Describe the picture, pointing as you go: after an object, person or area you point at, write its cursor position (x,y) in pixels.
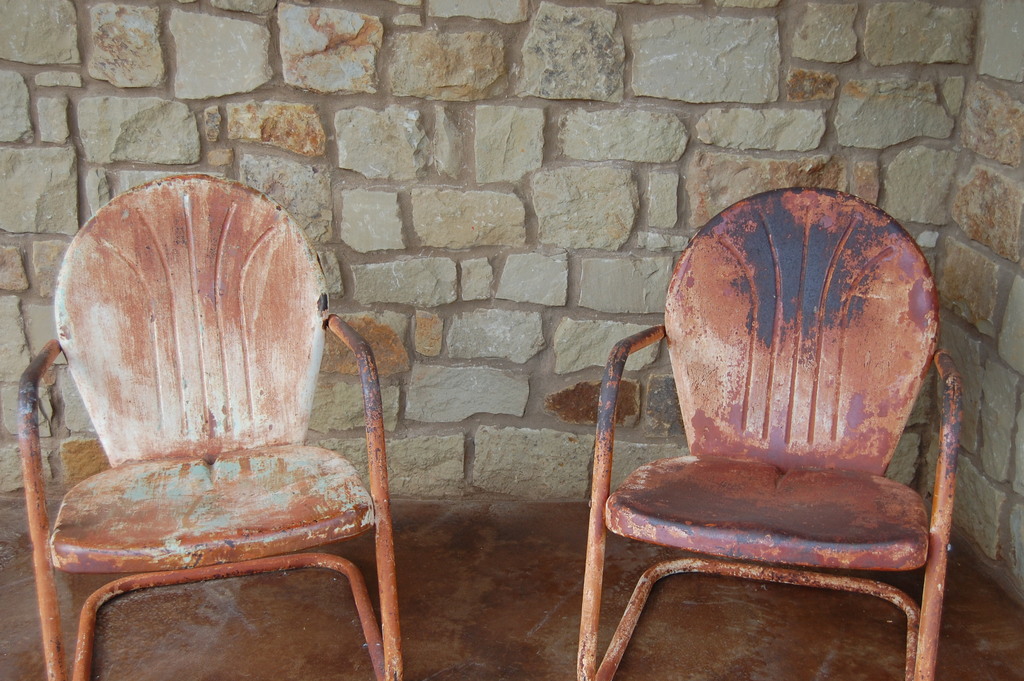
In this picture we can see two chairs (639,534) on the ground (501,526) and we can see a wall (549,247) in the background (561,226).
